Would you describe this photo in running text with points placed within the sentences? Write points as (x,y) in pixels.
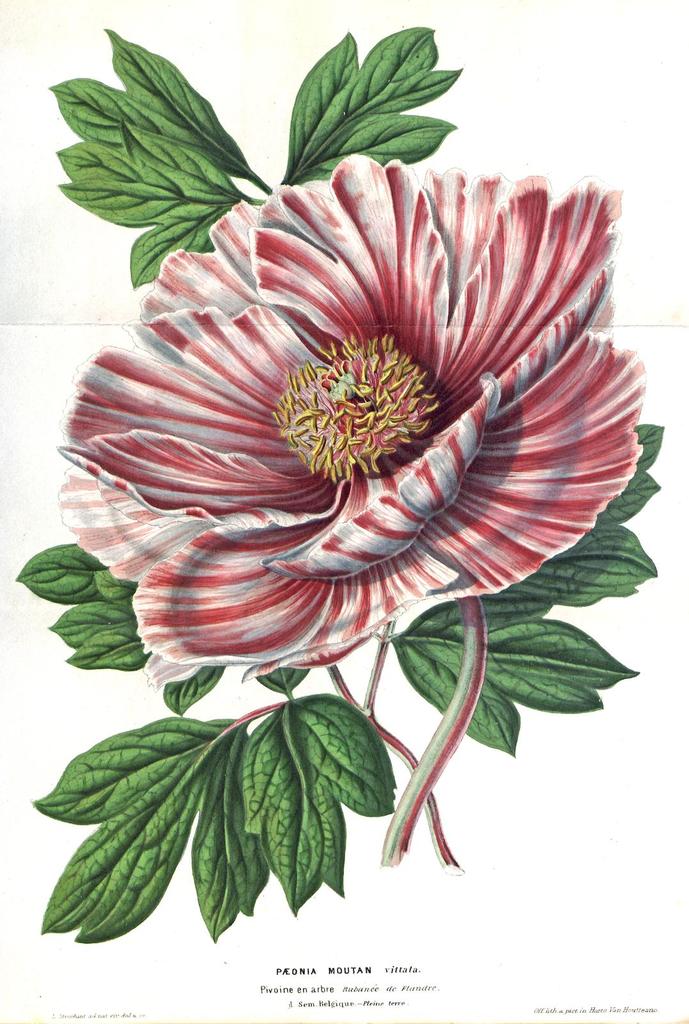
In this picture we can see poster (384,759), in this poster (404,626) we can see flower (269,624), leaves (344,750) and text (413,989).
